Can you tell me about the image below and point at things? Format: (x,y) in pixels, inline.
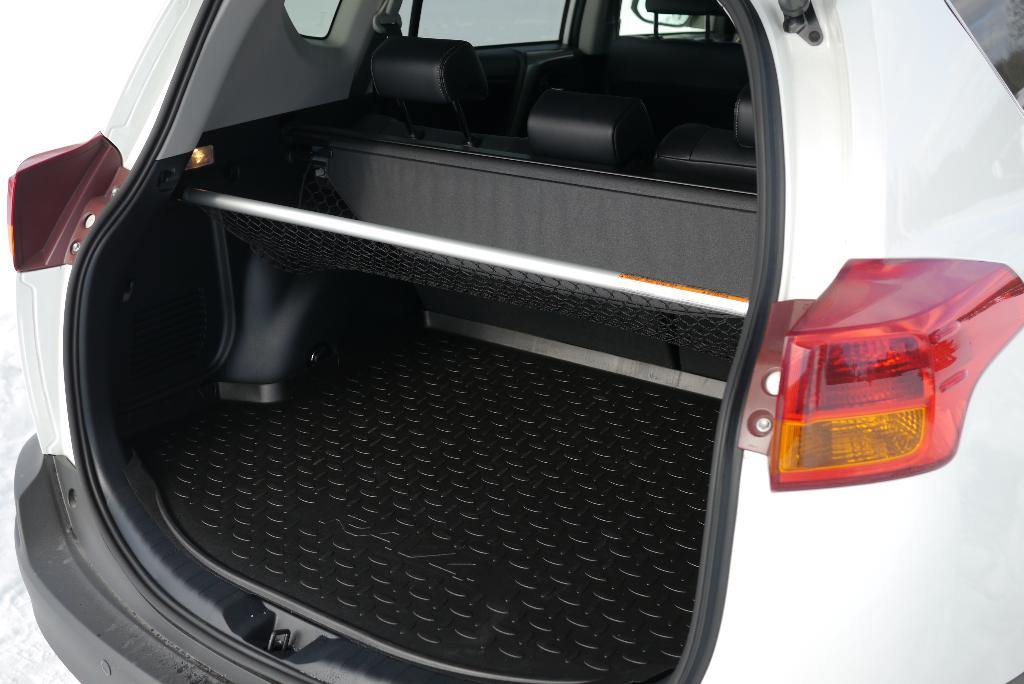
In this picture we can see a car trunk (639,553), this car (397,339) is of white color, on the right side (870,451) we can see an indicator light (876,416) and a danger light (881,386).
